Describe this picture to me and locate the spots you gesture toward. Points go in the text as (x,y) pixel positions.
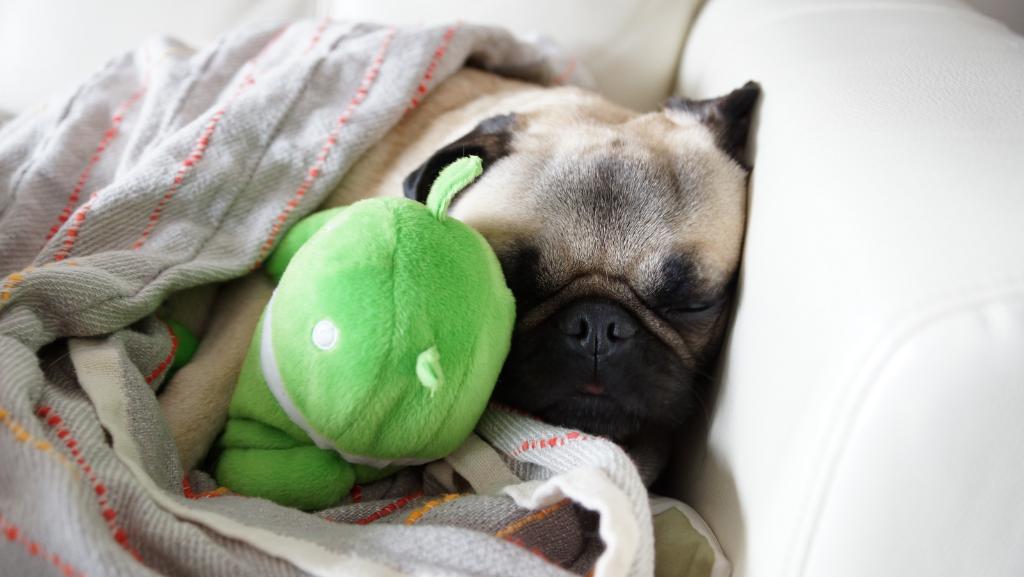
There is a dog (527,174) sleeping in the sofa (915,220) which is in white colour. The dog (624,219) breed name is pug. The dog (537,173) is covered with a blanket (110,195). Beside the dog (505,380) there is a teddy bear (365,344) which is green in colour.
